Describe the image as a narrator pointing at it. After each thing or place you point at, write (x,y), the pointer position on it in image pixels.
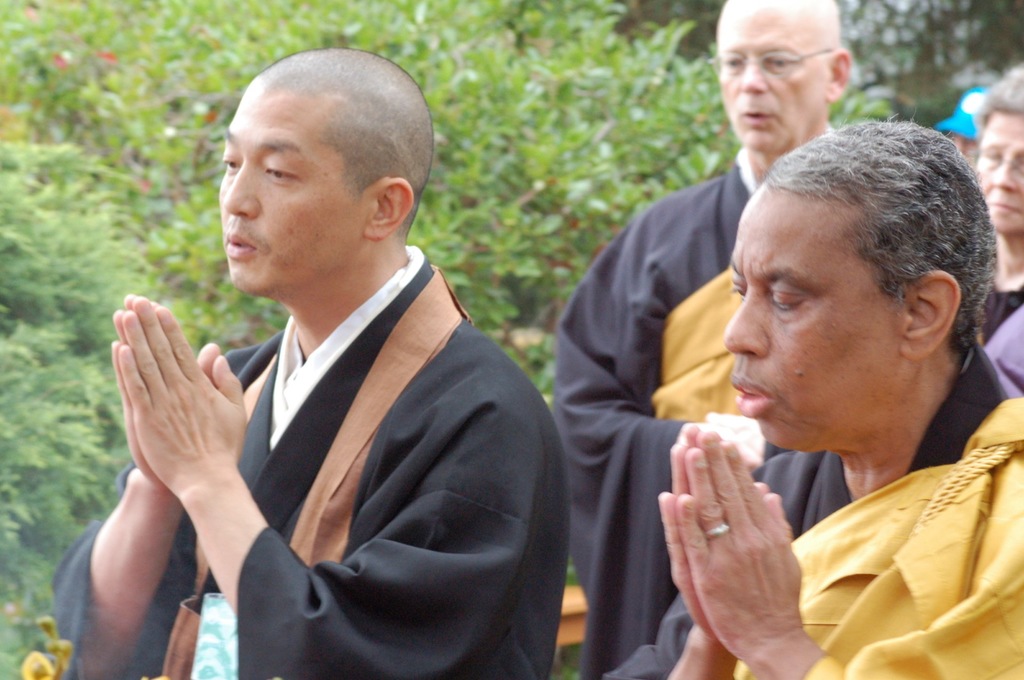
In this image I can see group of people (817,106) and plants (210,143) visible.
